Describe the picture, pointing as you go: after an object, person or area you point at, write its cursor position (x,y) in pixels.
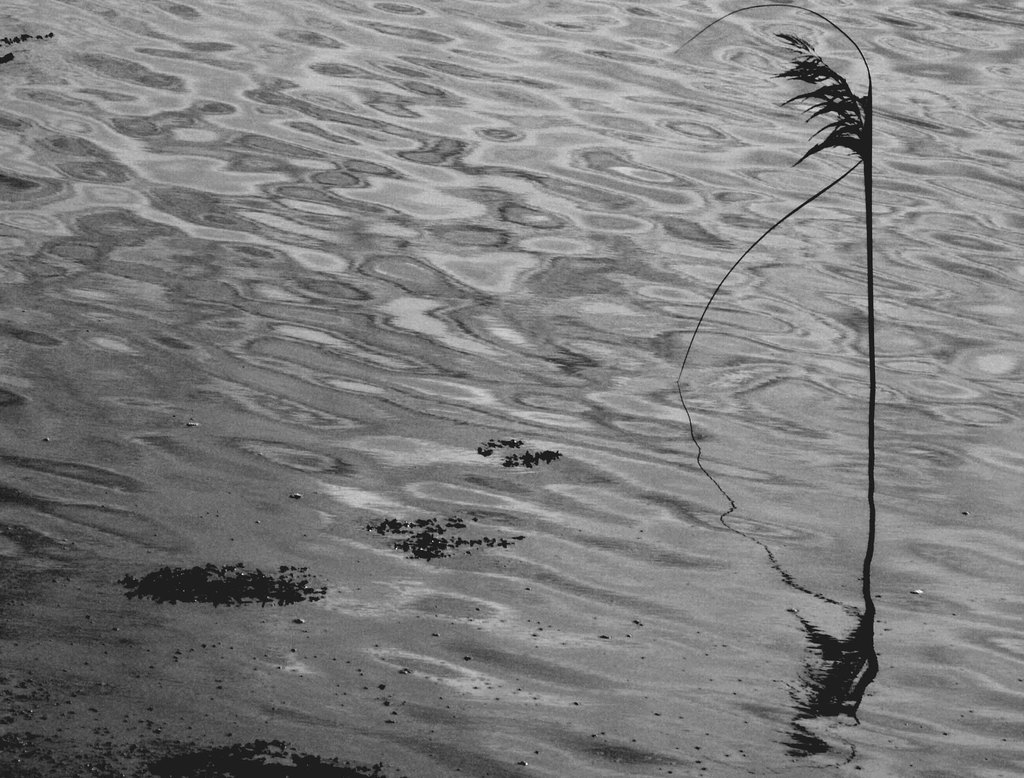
Here there is a plant (868,185) in the water (667,322).
